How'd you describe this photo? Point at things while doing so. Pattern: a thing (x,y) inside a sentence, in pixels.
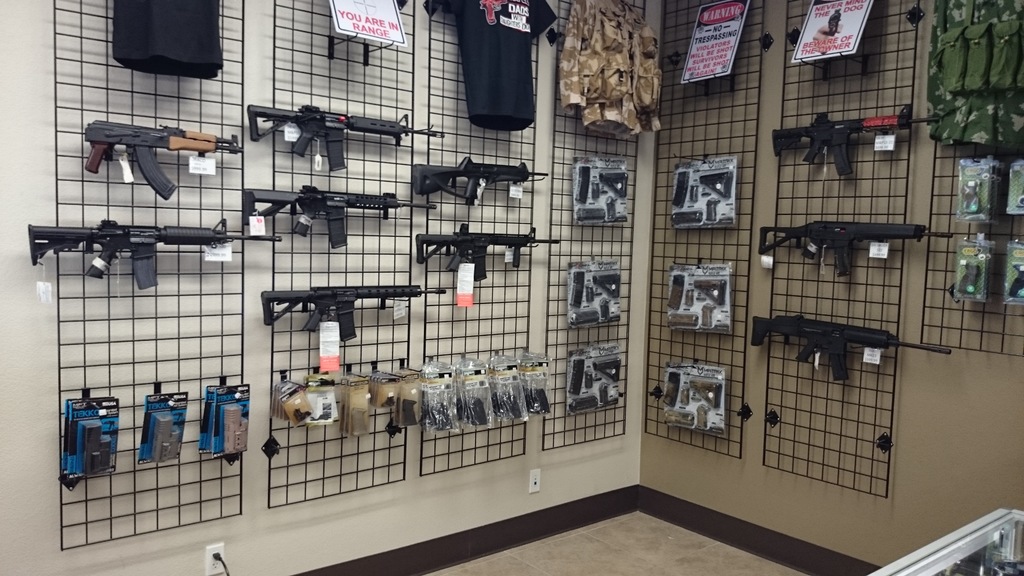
This picture is clicked inside the room (547,311). In the center (387,291) we can see the rifles (895,230), parts of rifles (716,328), clothes (943,92), jacket (948,71) and boards (704,9) are hanging on the metal rods (350,112) and the metal rods (769,245) are attached to the wall (923,375) and we can see the wall sockets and some other objects (977,542) and we can see the text (387,25) on the boards (735,15).
